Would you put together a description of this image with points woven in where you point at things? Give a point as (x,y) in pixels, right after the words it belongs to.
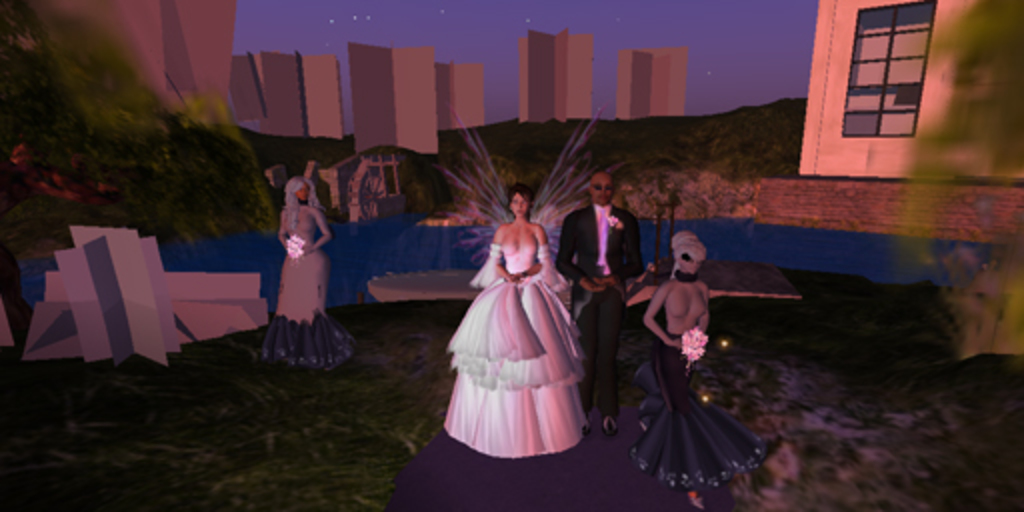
It is a graphical image, in the image we can see some persons (296,182) standing and holding some flower bouquets (296,250).
